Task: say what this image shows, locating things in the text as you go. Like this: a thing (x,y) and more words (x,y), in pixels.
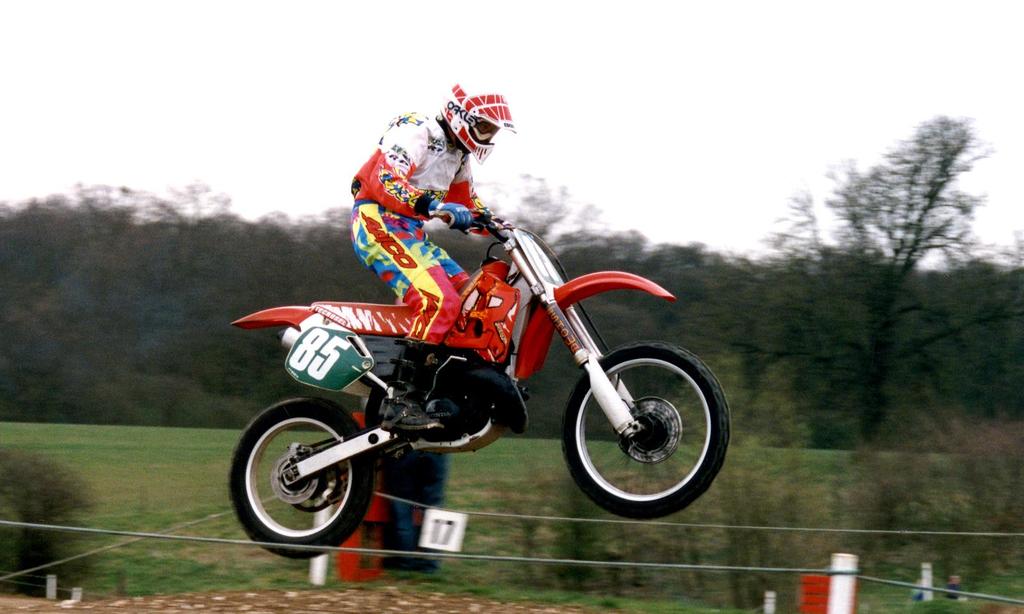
In the center of the picture (522,274) there is a person (409,280) riding a motorbike (385,395). At the bottom (215,611) there are railings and soil (238,592). In the center of a picture there are plants (48,488) and fields (81,541). In the background (193,272) there are trees (822,300) and sky (273,110).
